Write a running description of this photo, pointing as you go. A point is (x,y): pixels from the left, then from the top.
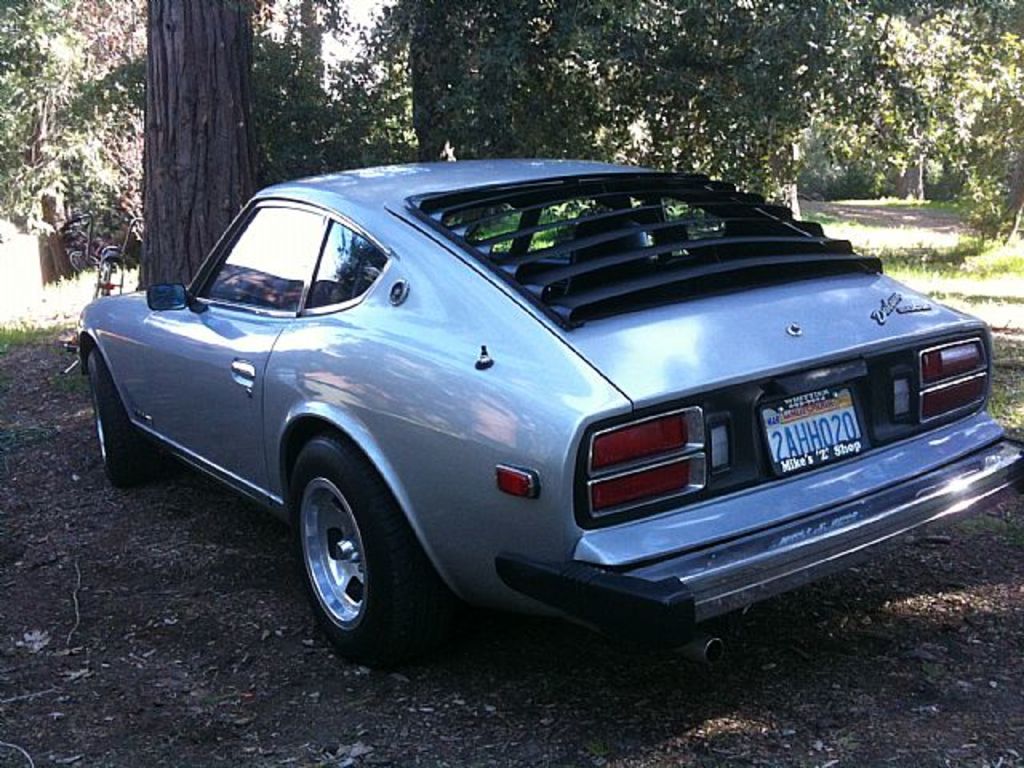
In this image we can see a car (414,343) with a number plate (825,411). In the back (612,86) there are trees (346,161). Also we can see a cycle (91,265). On the ground (934,245) there is grass (934,245).
